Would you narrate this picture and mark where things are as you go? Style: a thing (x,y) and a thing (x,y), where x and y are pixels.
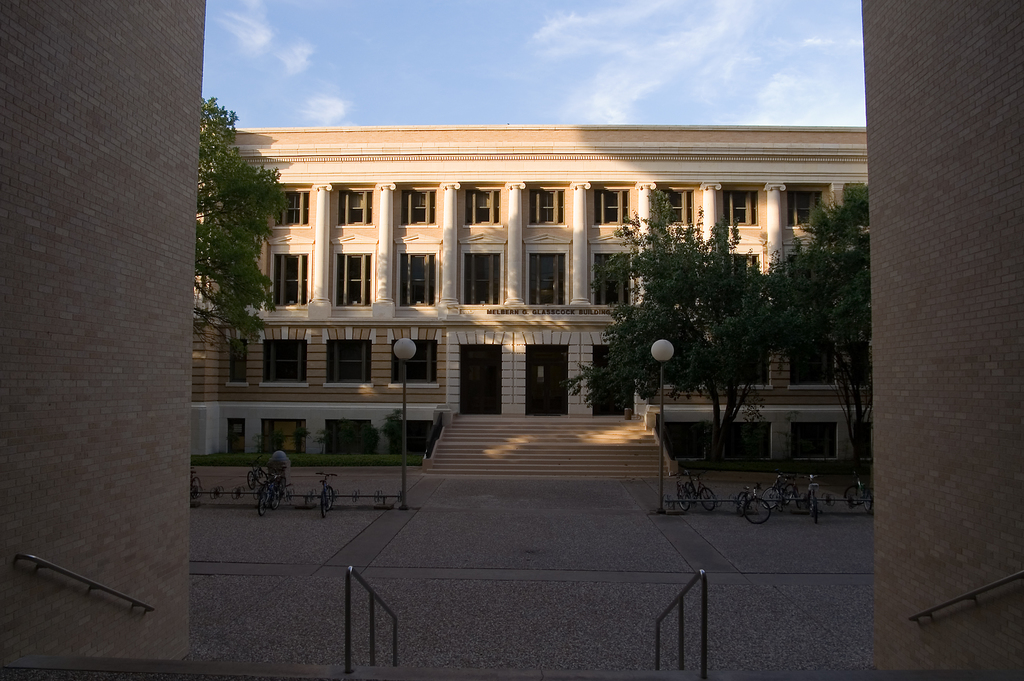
In this image there is a big building (332,418) in front of that there are so many trees (728,411), street light poles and bicycles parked on the road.
